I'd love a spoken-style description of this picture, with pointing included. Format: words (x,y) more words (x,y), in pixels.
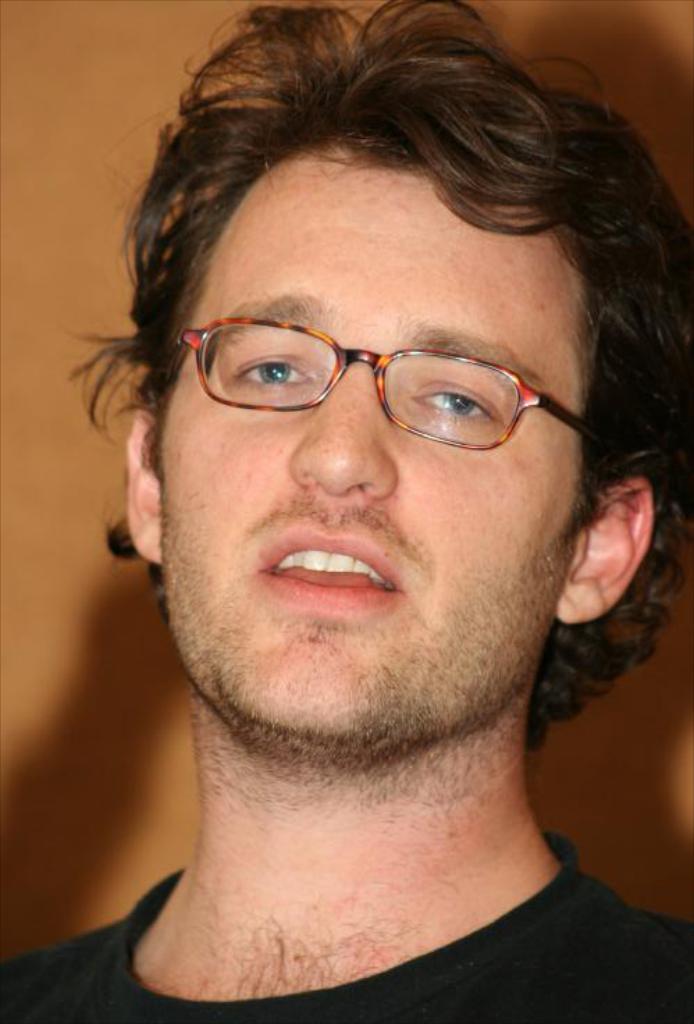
In this picture there is a man (378,895) with black t-shirt (371,1005) and spectacles (362,353). At the back (112,328) it looks like a wall (113,444).
